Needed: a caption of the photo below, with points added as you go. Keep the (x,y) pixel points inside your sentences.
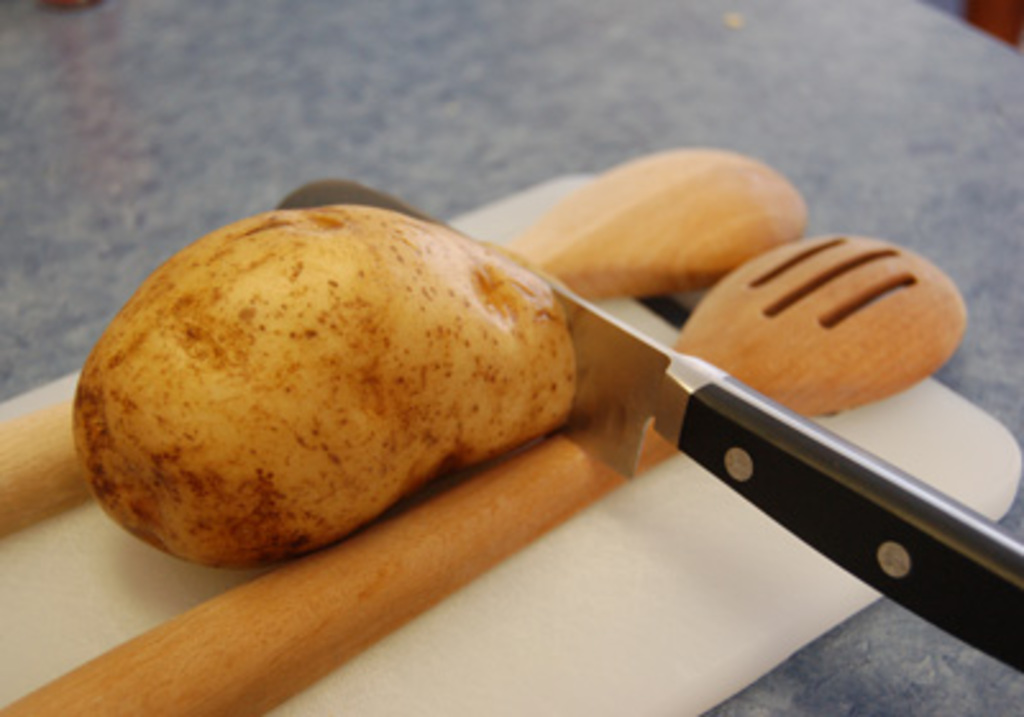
In this image I see a white board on which there are 2 spoons (711,216) which are of brown in color and I see a potato (347,423) over here and I see a knife (968,639) and these things (497,269) are on the grey color surface (979,227).
